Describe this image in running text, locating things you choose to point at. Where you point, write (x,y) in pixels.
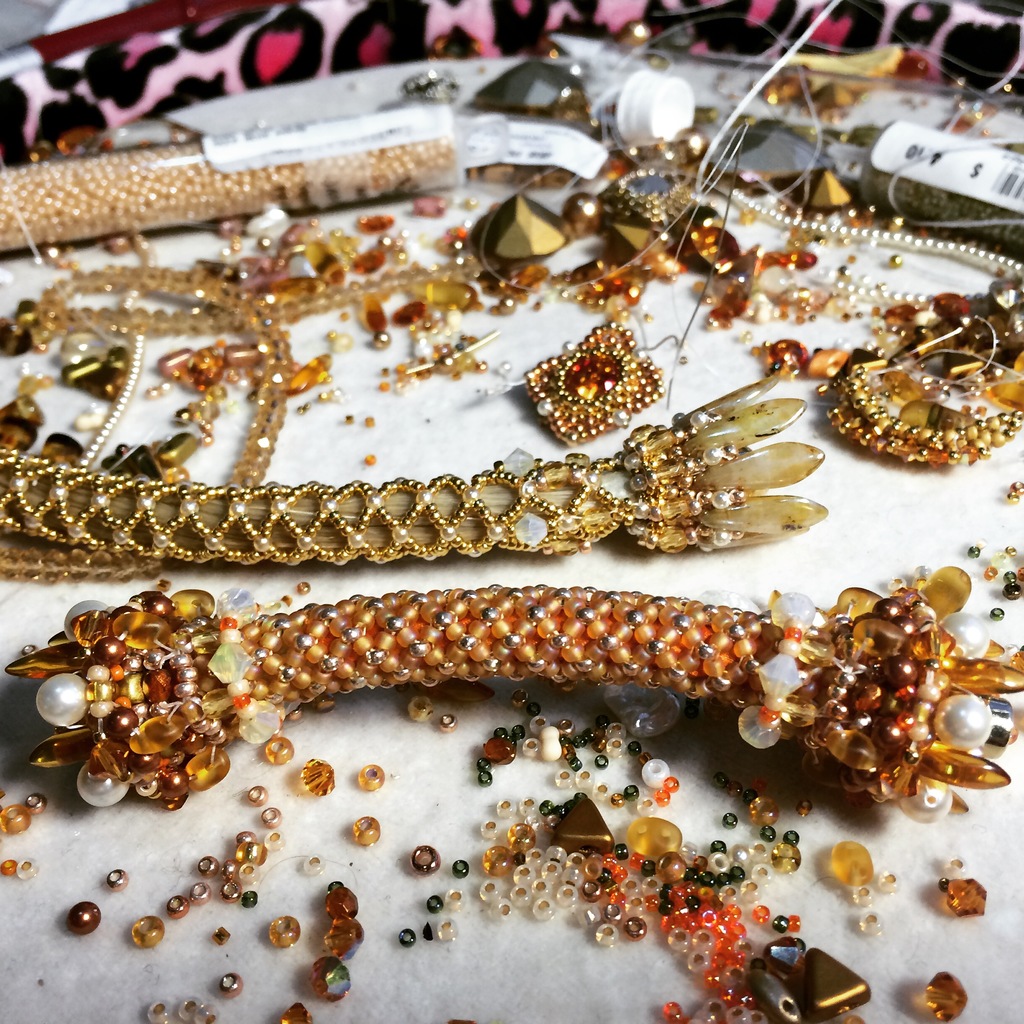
In the center of the image (496,557) we can see one white color object (5,303). On that object (63,980), we can see beads (428,558), stones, ornaments (497,610) and a few other objects (917,172). At the top of the image (378,12), we can see one pink and black color object (397,46).
